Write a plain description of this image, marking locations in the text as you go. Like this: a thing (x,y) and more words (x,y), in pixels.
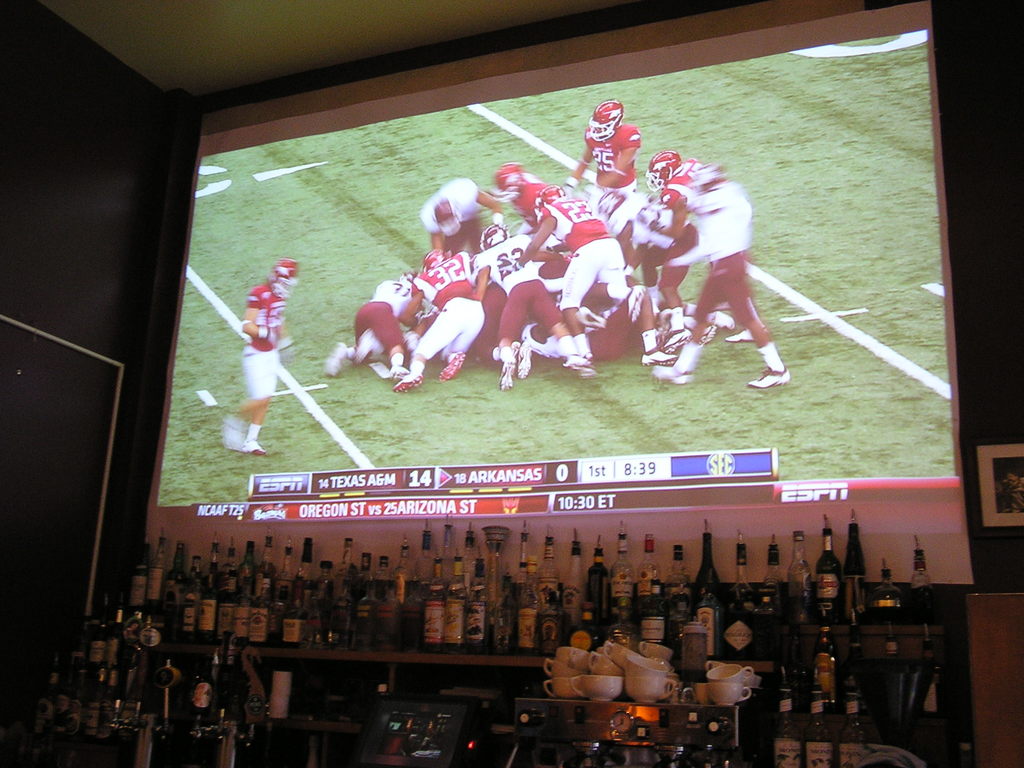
In this picture we can see a projector screen (696,269), in front of the projector screen (667,258) we can find few bottles (231,637) and cups (638,673), beside to the screen (711,275) we can find a frame (985,465) on the wall (998,397).
